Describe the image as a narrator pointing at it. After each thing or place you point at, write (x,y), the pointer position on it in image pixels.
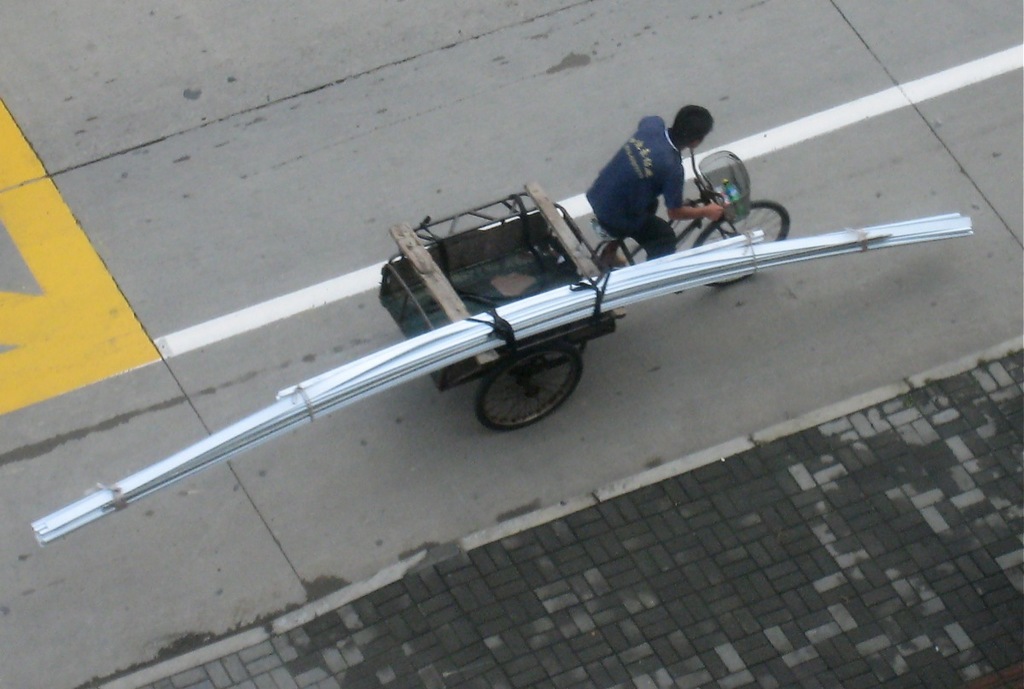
In this image there is a person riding a vehicle (451,297) on the road (382,315), with iron bars (217,457) tied to the vehicle (413,246).
